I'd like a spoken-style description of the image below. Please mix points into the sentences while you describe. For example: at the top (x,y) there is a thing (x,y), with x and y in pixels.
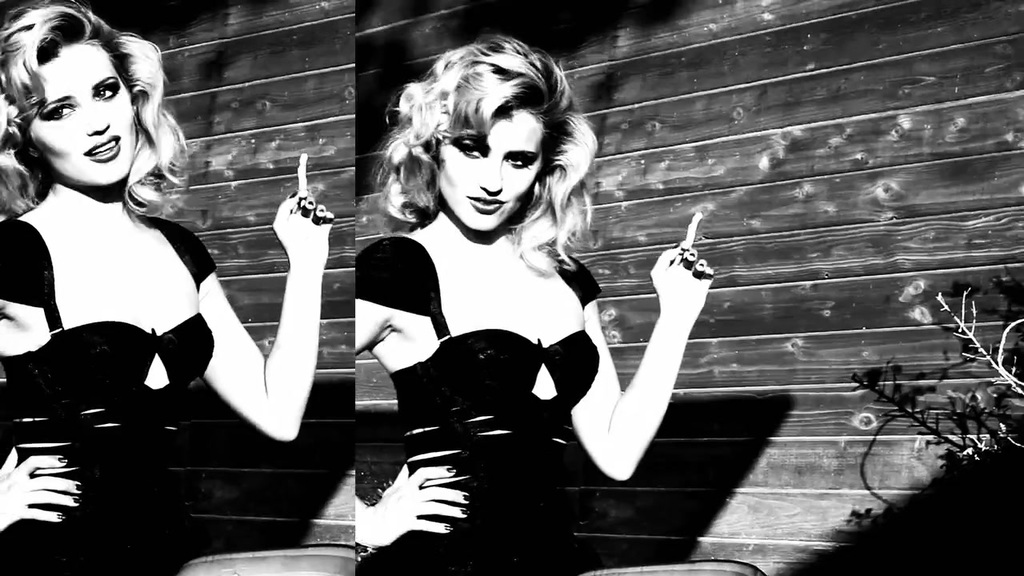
Here we can see collage of two picture, in this pictures we can see a woman (312,332) standing and holding something, on the right side of the image (1007,373) there is a plant (1003,381), it is a black and white picture.
